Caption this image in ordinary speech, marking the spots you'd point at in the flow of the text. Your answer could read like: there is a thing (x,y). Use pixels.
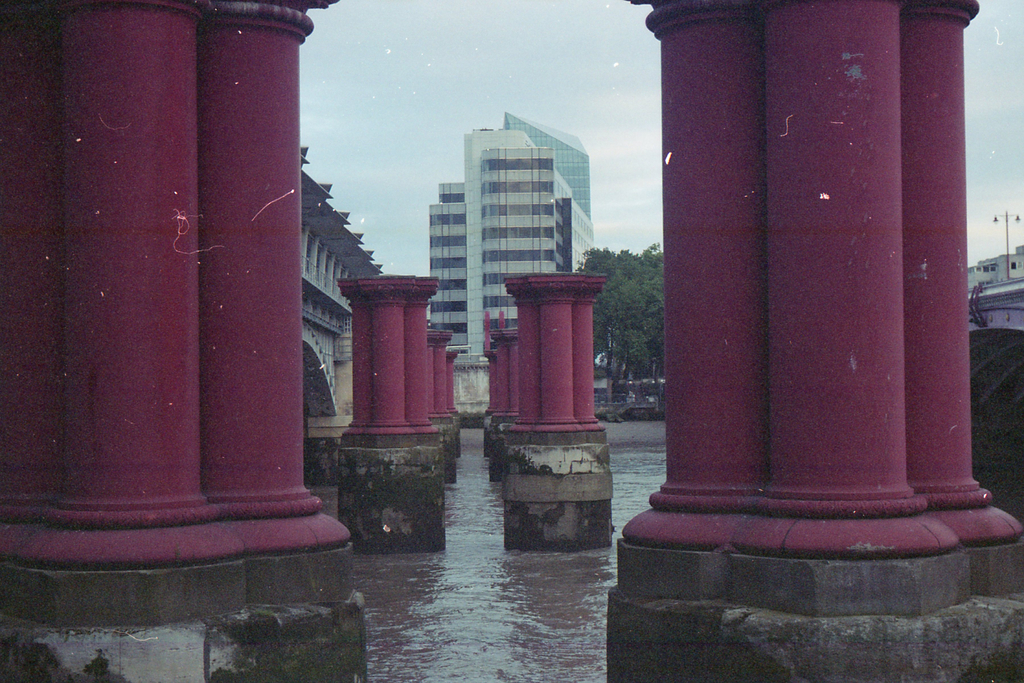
In the picture we can see four joint pillars (889,457) on the stone (861,588) which are purple in color and they are arranged in the sequence and behind it, we can see a building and a tower building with many floors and beside it we can see some trees (616,310) and behind it we can see a sky (637,222) with clouds (331,123).
